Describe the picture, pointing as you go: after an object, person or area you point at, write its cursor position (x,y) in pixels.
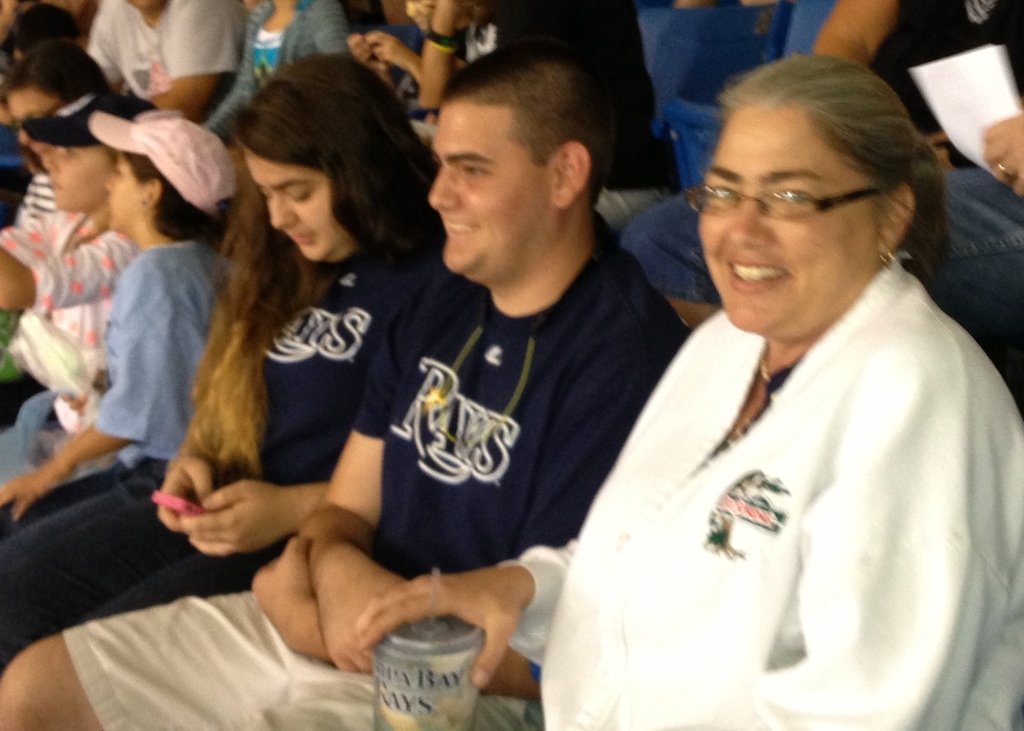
In this image, there are group of people (406,526) sitting. This woman (506,632) is holding an object (400,716) in her hand (465,609). I can see another woman (229,475) holding a mobile phone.
